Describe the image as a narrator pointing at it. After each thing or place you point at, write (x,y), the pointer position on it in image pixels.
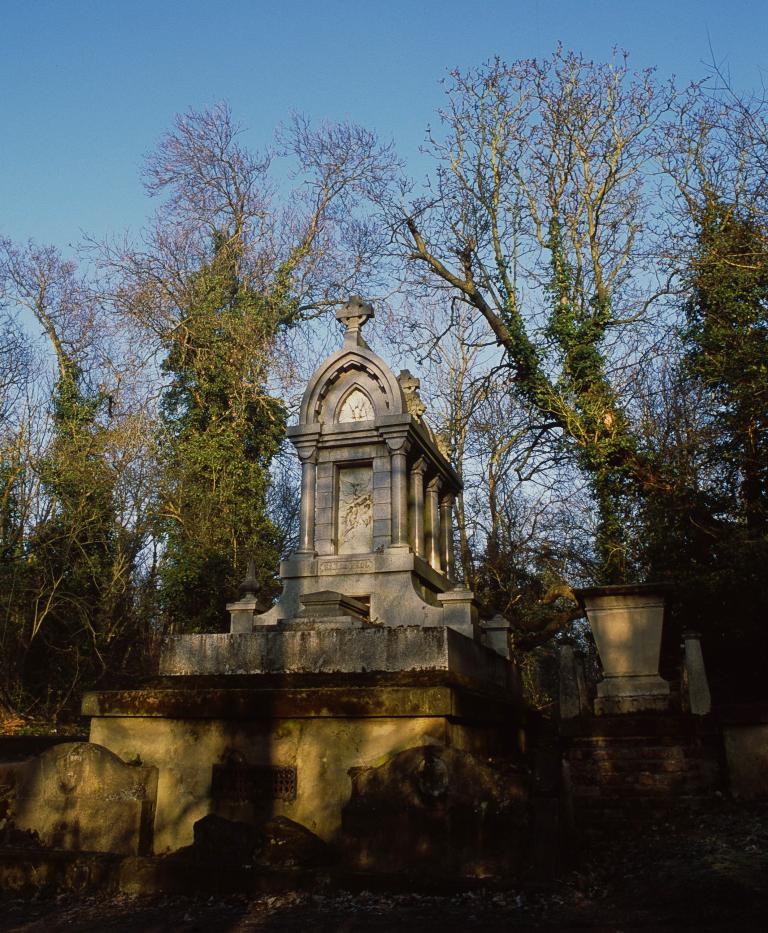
In this image I can see there is a mausoleum (325,673). And it looks like a part of the building (183,834). And there are trees (310,230). And at the top (274,81) there is a sky (356,87).
